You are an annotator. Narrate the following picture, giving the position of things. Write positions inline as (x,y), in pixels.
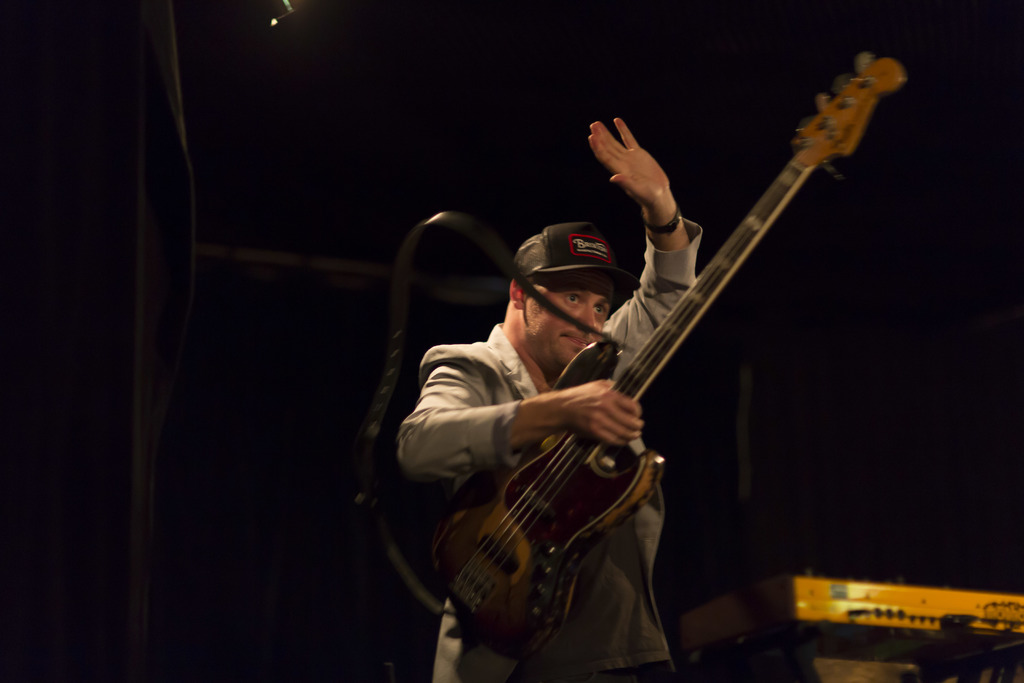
Here we see a man (462,663) holding a guitar (384,409) in his hand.
